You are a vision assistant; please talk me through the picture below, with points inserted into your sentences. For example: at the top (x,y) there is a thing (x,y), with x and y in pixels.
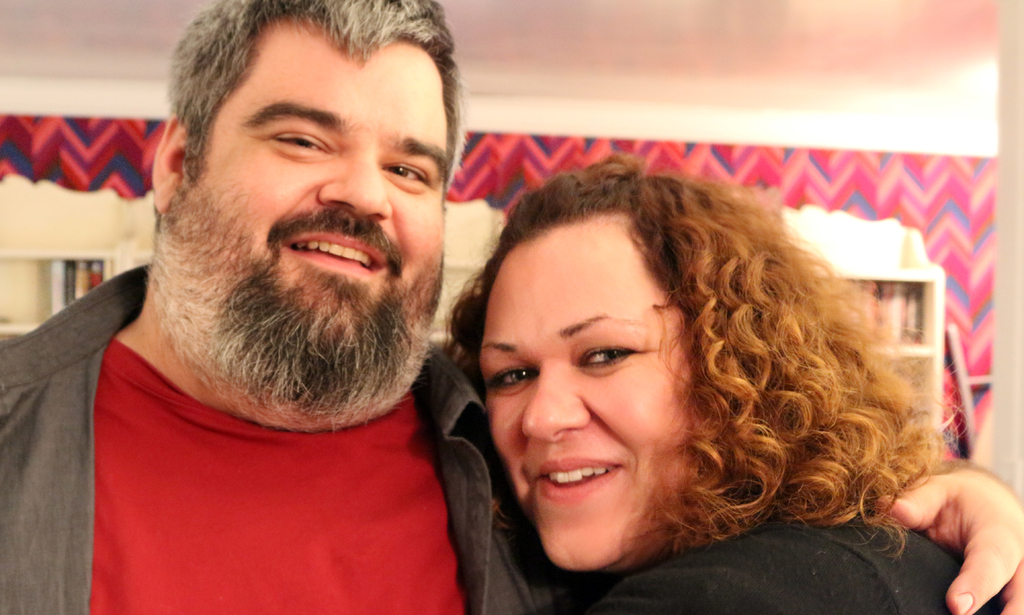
In this image there is a man (191,448) on the left side (198,478) who kept his hand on the woman (649,400) who is beside him. In the background (82,213) there are shelves (36,264) in which there are books (76,274). At the top (661,59) there is ceiling (661,59). There is a design (803,172) on the wall (877,185).
